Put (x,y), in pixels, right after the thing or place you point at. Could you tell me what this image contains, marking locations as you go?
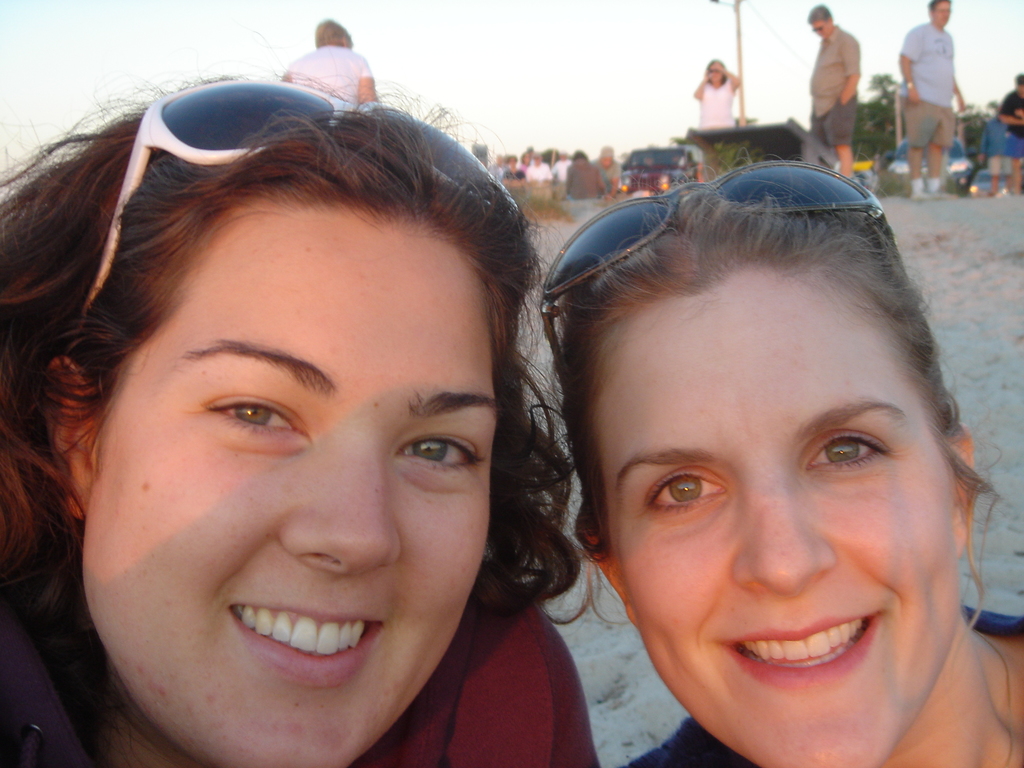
This image consists of some persons (364,486). In the front (404,507) there are two persons (404,507). They are wearing goggles (194,101). There is sky (497,148) at the top (445,105).
